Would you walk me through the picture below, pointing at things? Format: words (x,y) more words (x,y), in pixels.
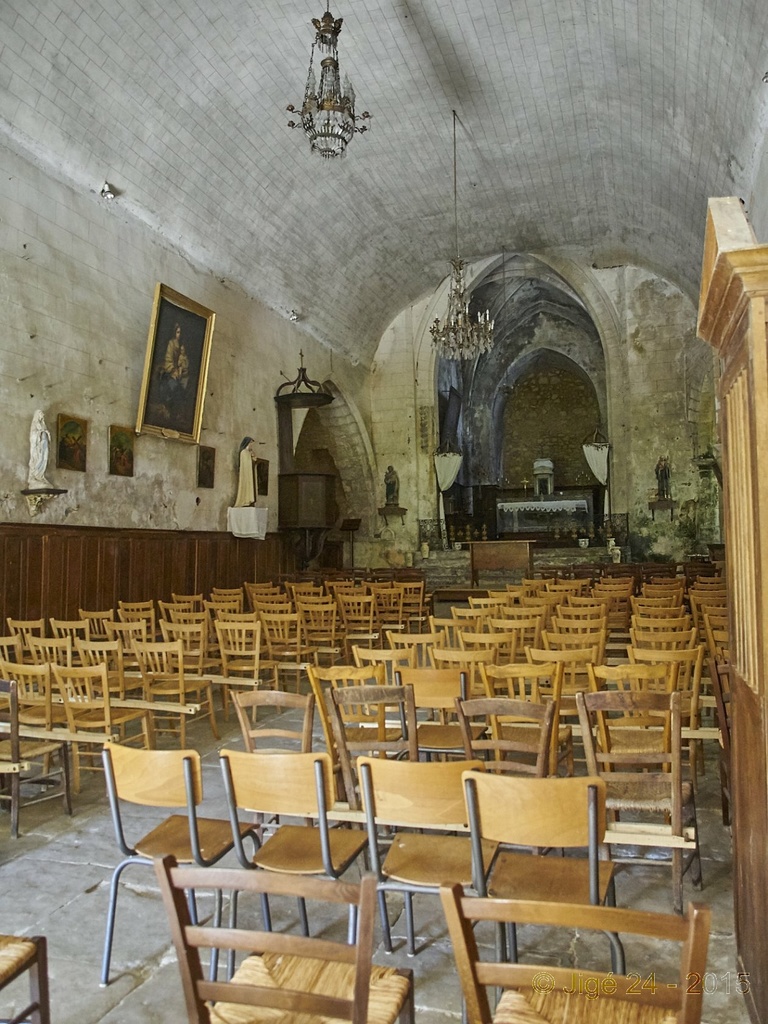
In this image there are some chairs (329,622) and in the background (179,375) there are photo frames (165,433), chandeliers (474,347) and table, statue (37,453) and objects (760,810). At the bottom (27,885) there is floor (14,892) and at the top (397,190) there is ceiling (409,243).
